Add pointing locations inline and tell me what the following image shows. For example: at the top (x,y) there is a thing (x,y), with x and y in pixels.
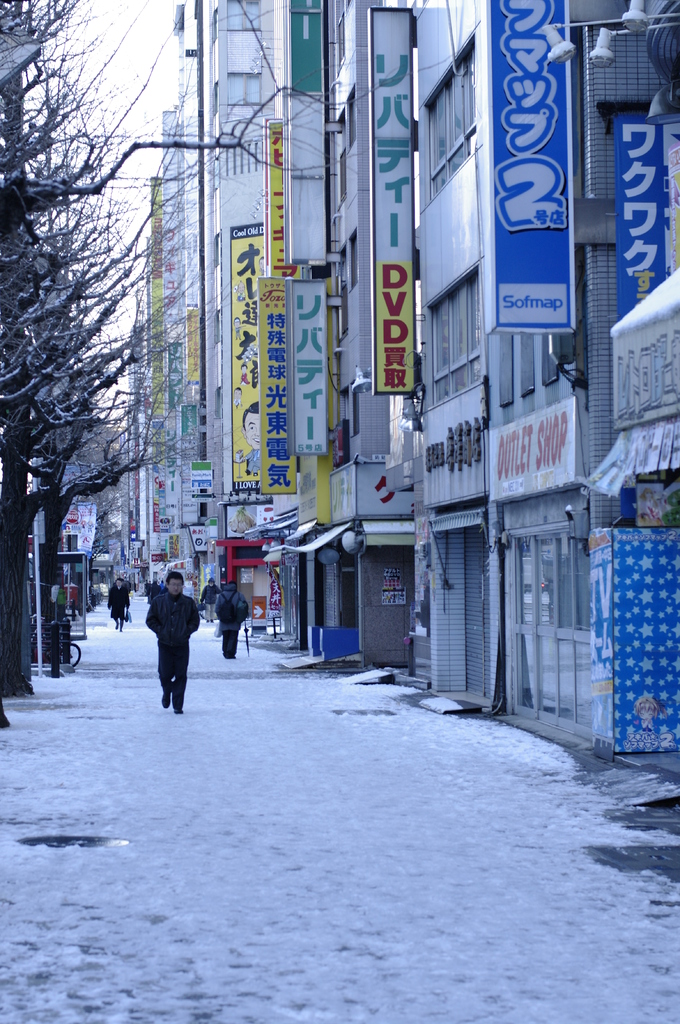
In the picture I can see people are walking on the road (229,899) which is covered with snow (361,893). On the left side of the image (11,609) I can see dry trees (72,399) and a bicycle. On the right side of the image (525,567) I can see buildings (447,379), boards (241,385) and in the background of the image (148,11) I can see the sky (125,200).
